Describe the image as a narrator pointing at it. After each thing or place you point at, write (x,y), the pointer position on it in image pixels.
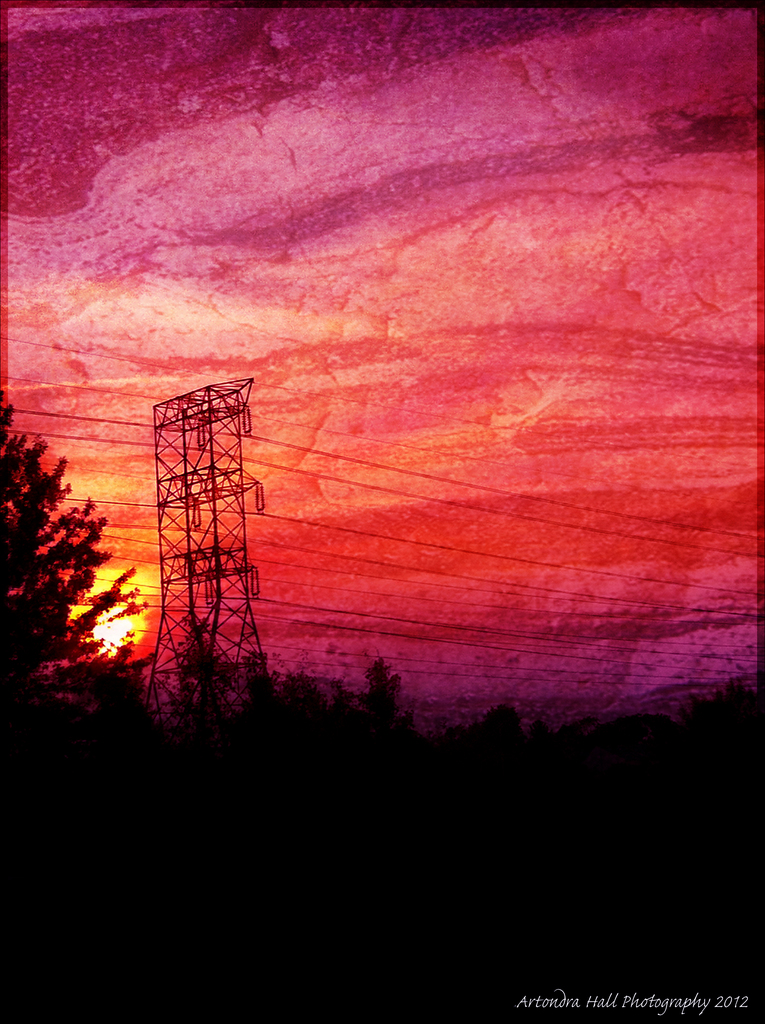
In the picture I can see few trees (303,731), poles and wires (295,471) and the sky (418,365) is in red color and there is something written in the right bottom corner (617,1011).
